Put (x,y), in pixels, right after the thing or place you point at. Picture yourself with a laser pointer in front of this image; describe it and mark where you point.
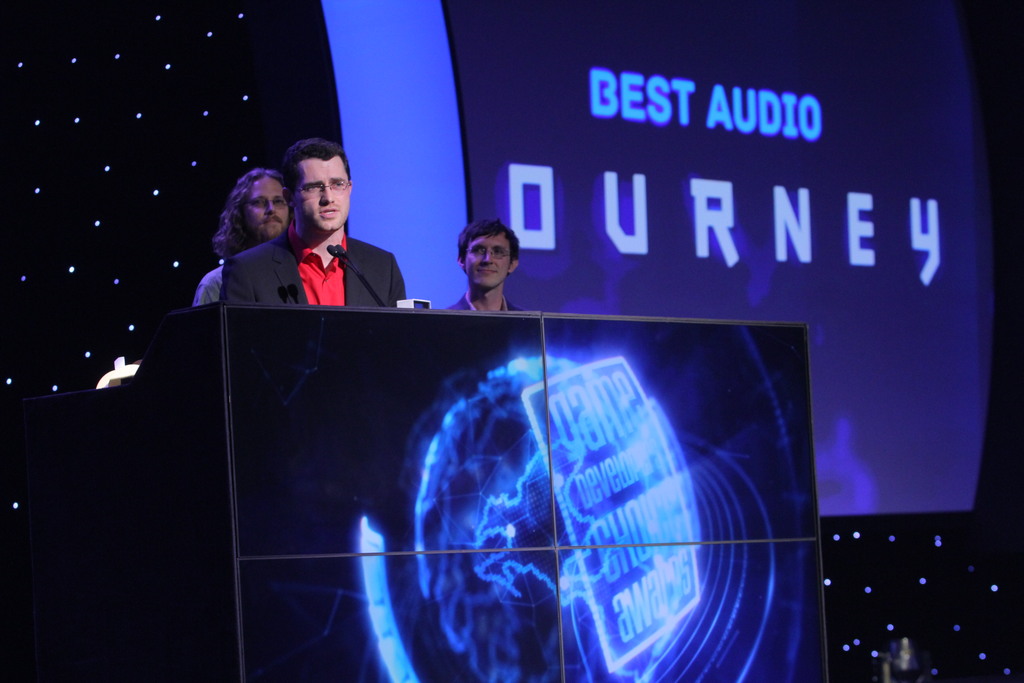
This picture might be taken inside a conference hall (285,442). In this image, we can see three people (289,293) are standing in front of a podium (529,312). In the background (608,58), we can see a screen (766,122) and few lights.
